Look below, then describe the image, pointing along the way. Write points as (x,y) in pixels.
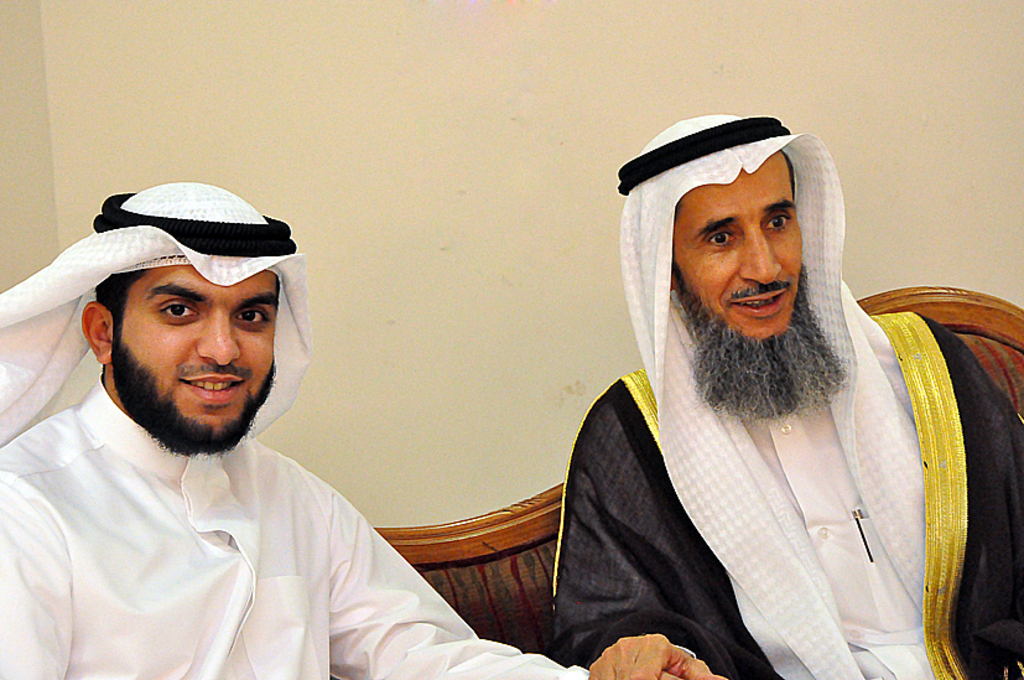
In this image I can see there are two persons (151,427) and they both are wearing white color dress (797,480) and they are smiling and sitting on the chair (508,509) and at the top (342,99) I can see the white color wall (494,109).
